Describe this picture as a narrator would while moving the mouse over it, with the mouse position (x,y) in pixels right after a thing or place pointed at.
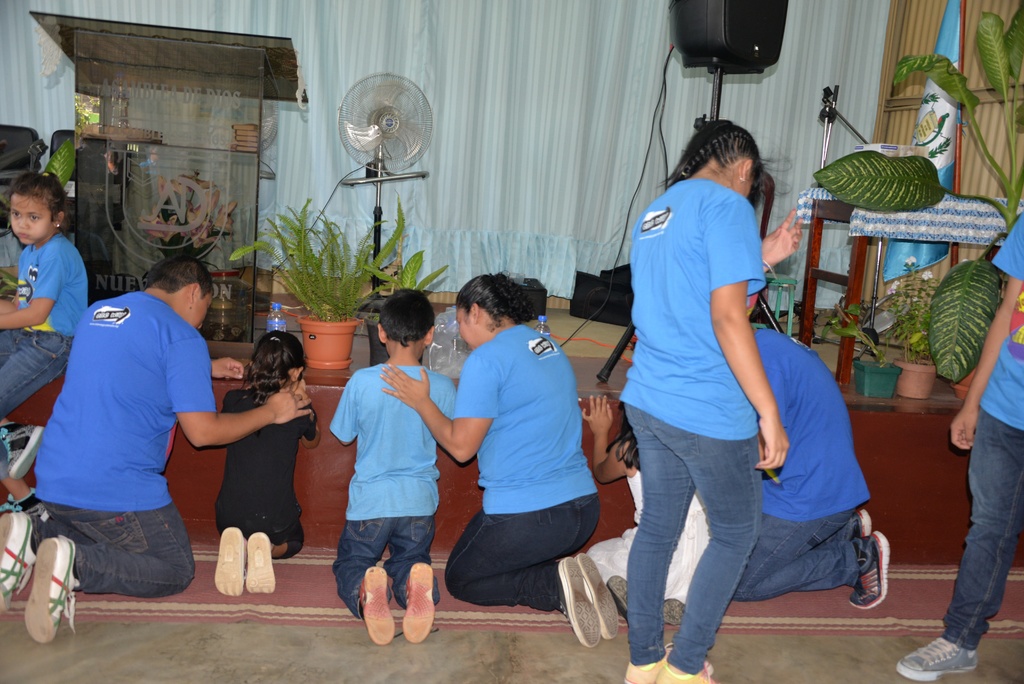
In the picture we can see some people (112,445) are sitting on the knees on the floor (469,669), they are in a blue T-shirts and one girl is in a black dress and in front of them, we can see some plants (956,289), fan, and a glass desk (125,250) and behind it we can see a curtain (574,128).
